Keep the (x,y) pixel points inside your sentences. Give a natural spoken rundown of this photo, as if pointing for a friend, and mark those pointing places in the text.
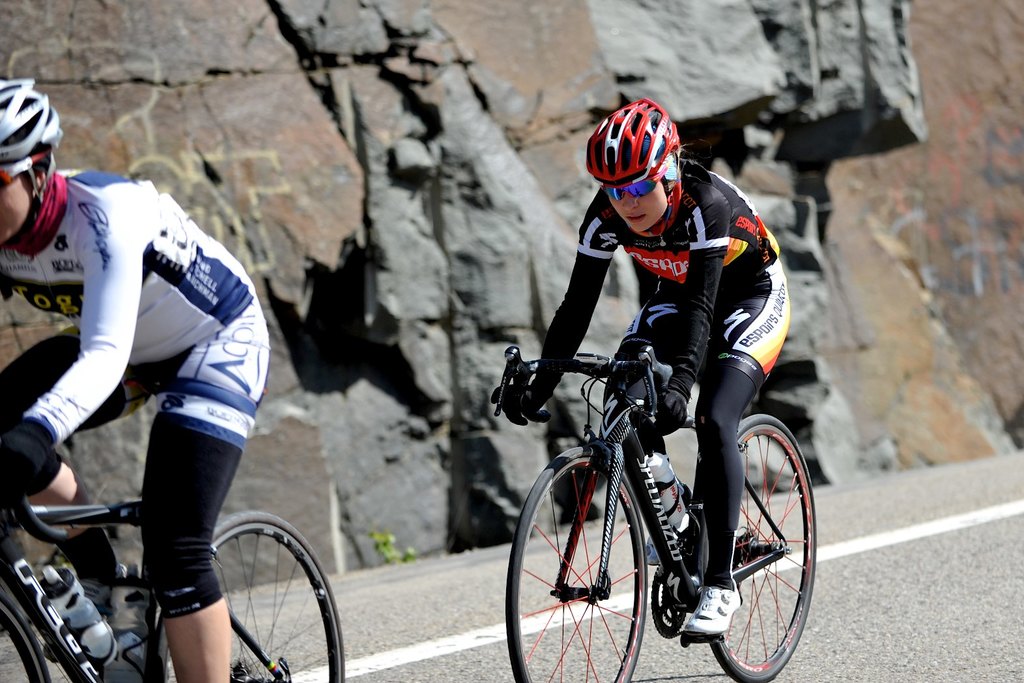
Here we can see two persons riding bicycles (563,651) on the road (848,606). In the background (569,211) we can see a rock (840,193).
